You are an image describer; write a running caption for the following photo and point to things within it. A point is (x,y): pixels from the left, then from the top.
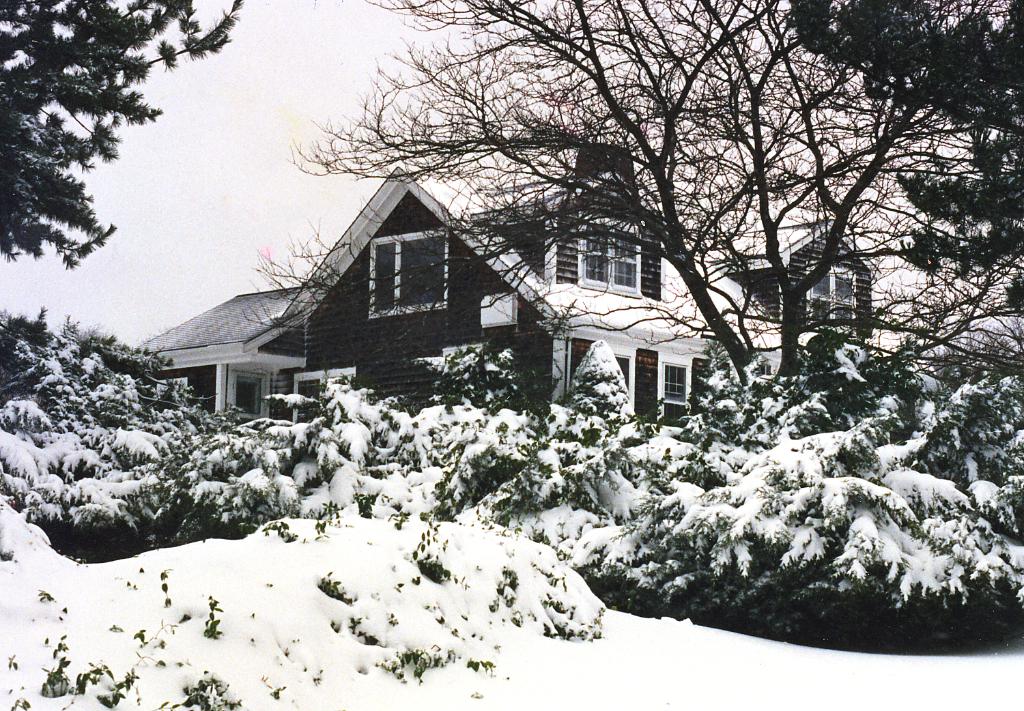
This image is taken outdoors. At the bottom of the image (386,612) there is a ground (669,645) covered with snow (276,559). At the top of the image (226,166) there is a sky (236,181). In the background (456,272) there is a house (285,288) with a few walls (587,348), windows (615,246), a door (620,361) and a roof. In the middle of the image (602,242) there are many plants (89,414) and trees (23,185).
